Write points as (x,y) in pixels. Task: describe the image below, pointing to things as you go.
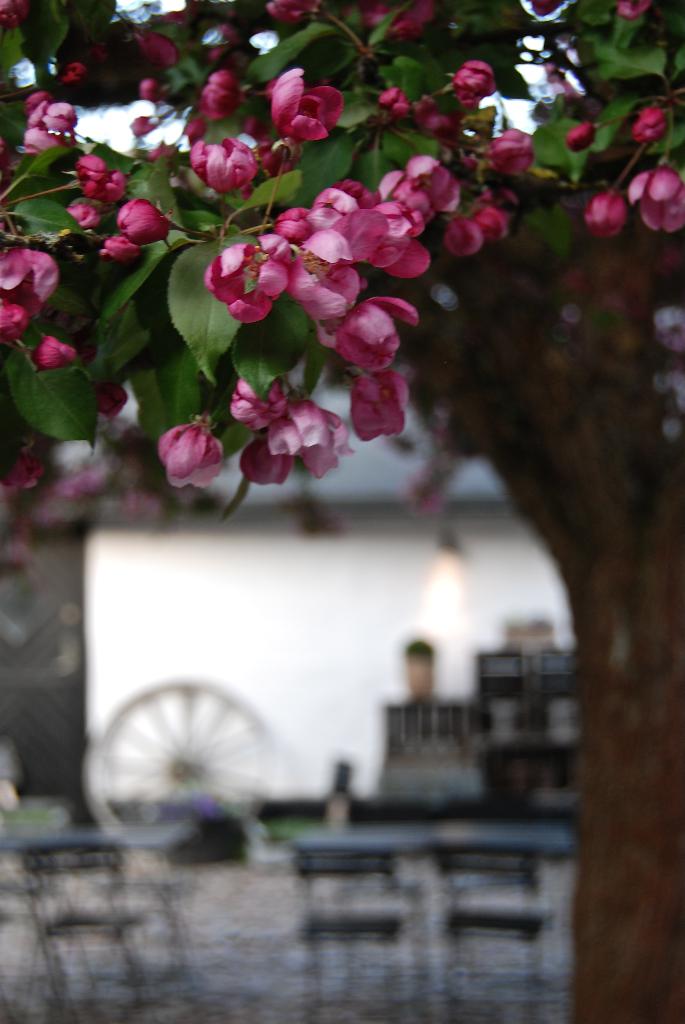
In this picture I can see there is a tree (530,370) and it has leaves (294,175) and it has pink color flowers (360,207) and in the backdrop (360,928) it looks like there are tables (401,845), chairs (505,928) and a wall (199,577).
